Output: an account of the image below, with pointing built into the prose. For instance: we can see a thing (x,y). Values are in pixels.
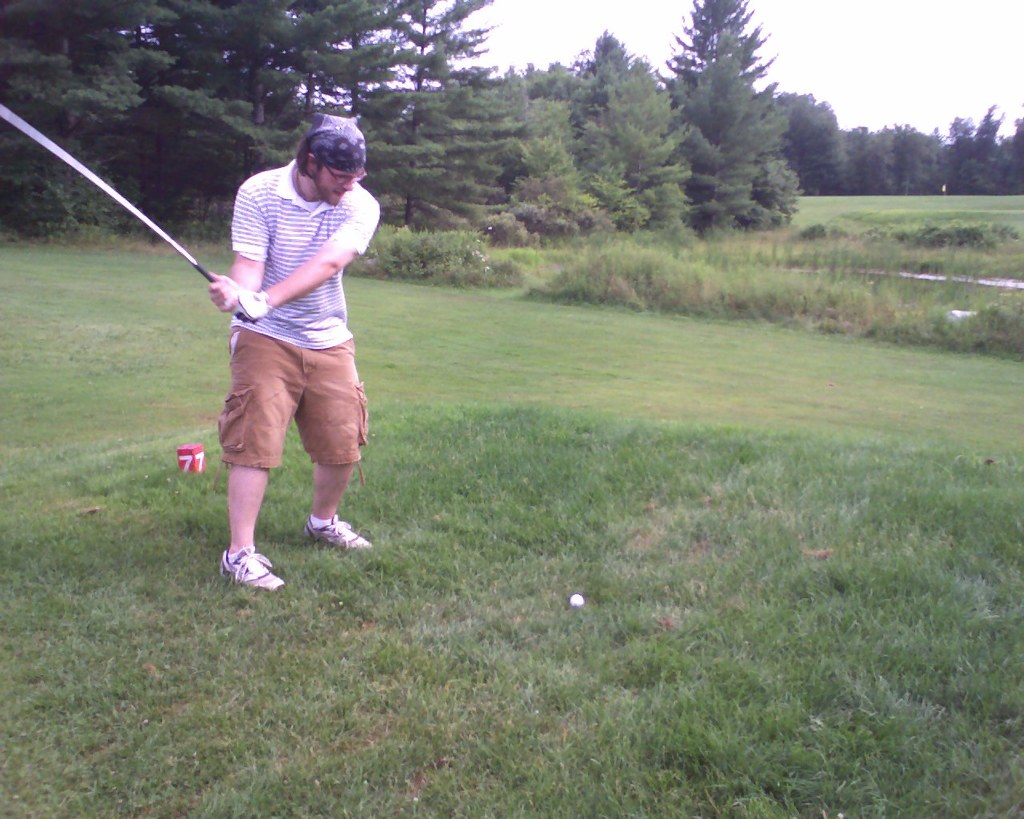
This picture is clicked outside. On the left (288,243) we can see a person (298,234) wearing t-shirt (301,252), holding some object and standing and seems to be playing a game and we can see the green grass (673,376), plants (710,243), trees (620,177) and a ball (581,596) placed on the ground (653,604). In the background (935,44) we can see the sky (504,24) and we can see some other objects (203,449).
